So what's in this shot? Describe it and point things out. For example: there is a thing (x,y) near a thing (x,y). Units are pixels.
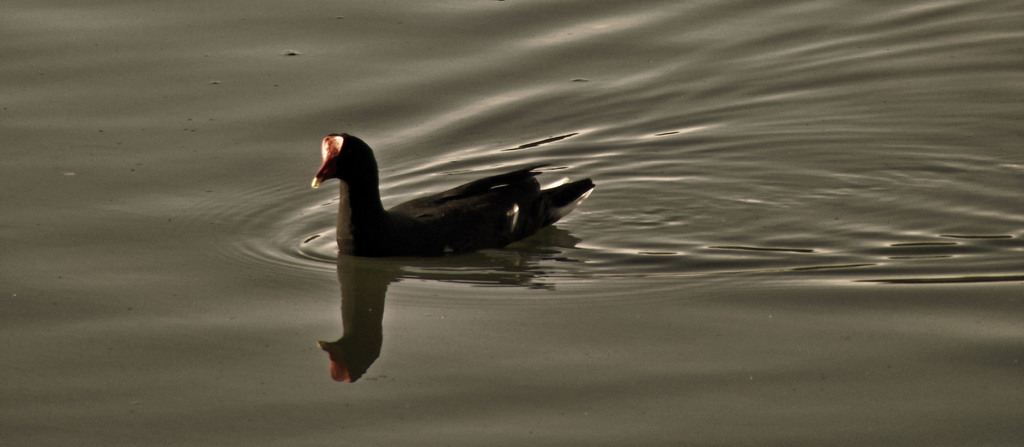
In this image we can see a bird (447,199) in the water (414,188).
